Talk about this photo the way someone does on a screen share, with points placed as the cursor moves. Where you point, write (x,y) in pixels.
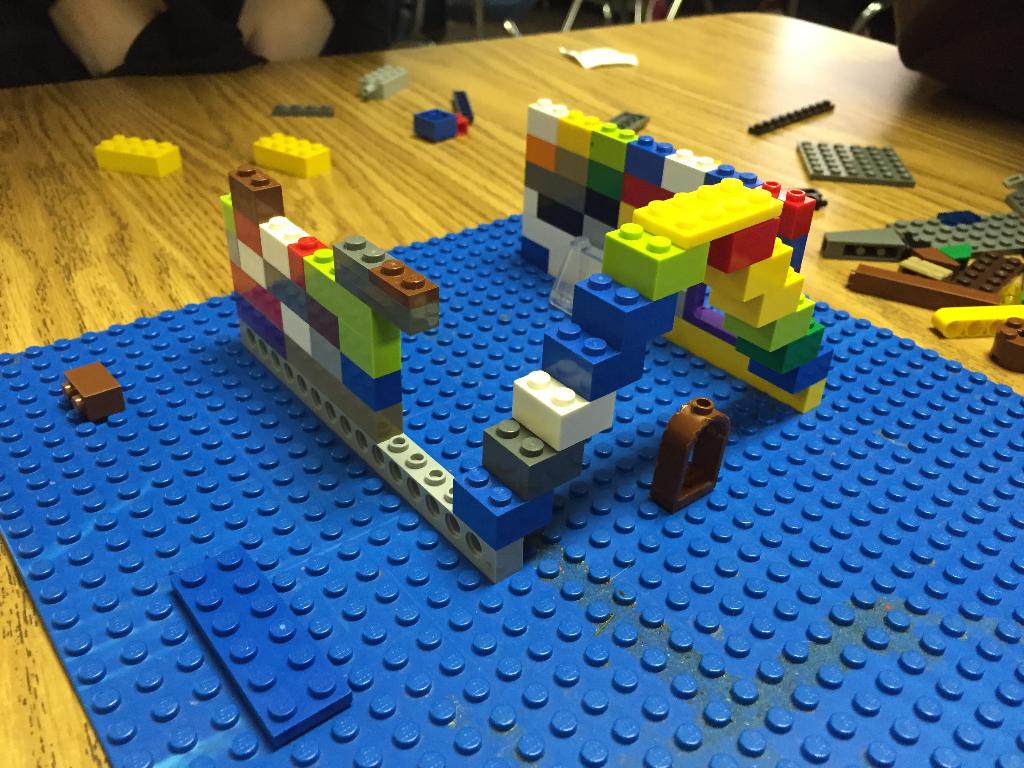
In this image there are toys (786,271) and there are objects (155,66), which are black and brown in colour.
